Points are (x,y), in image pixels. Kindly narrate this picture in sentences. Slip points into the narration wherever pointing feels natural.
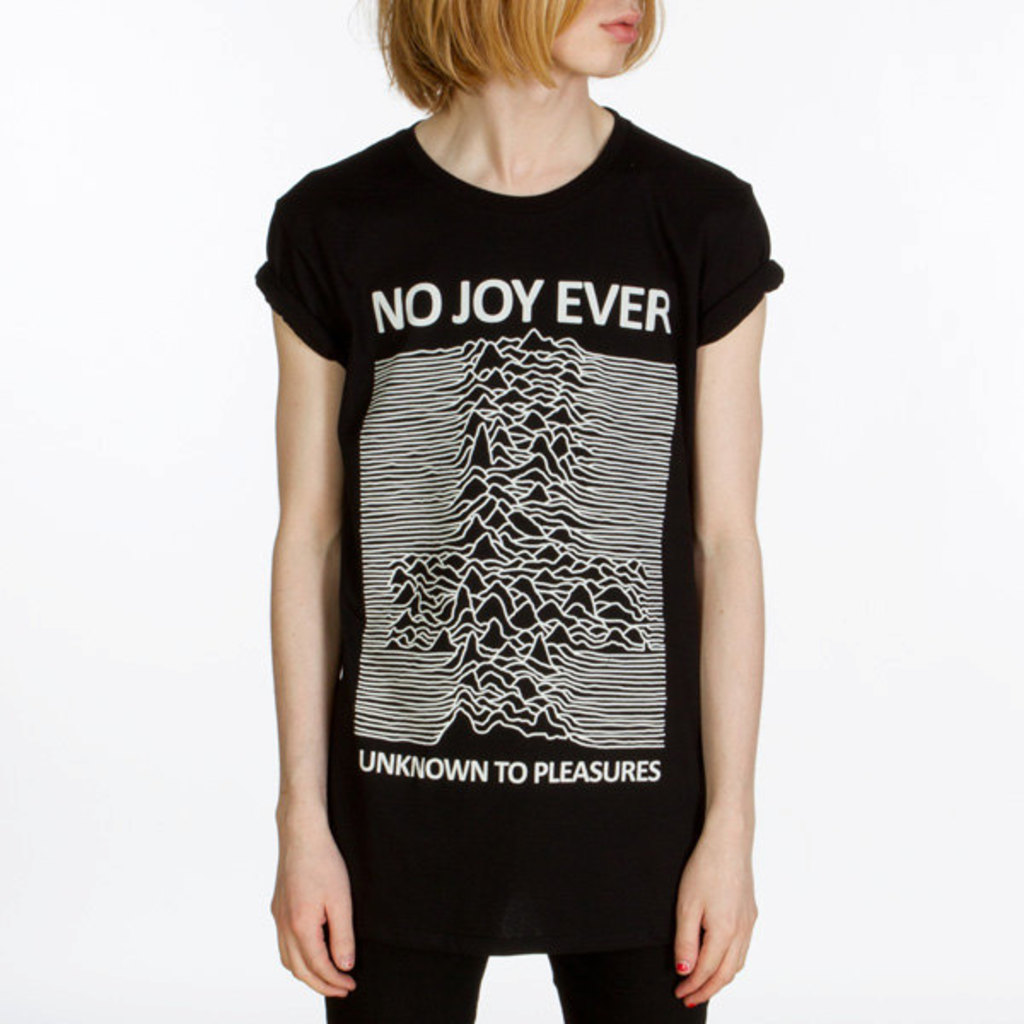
In this image I can see the person (488,898) with the black color dress (401,942). I can see the white color background (808,993).
